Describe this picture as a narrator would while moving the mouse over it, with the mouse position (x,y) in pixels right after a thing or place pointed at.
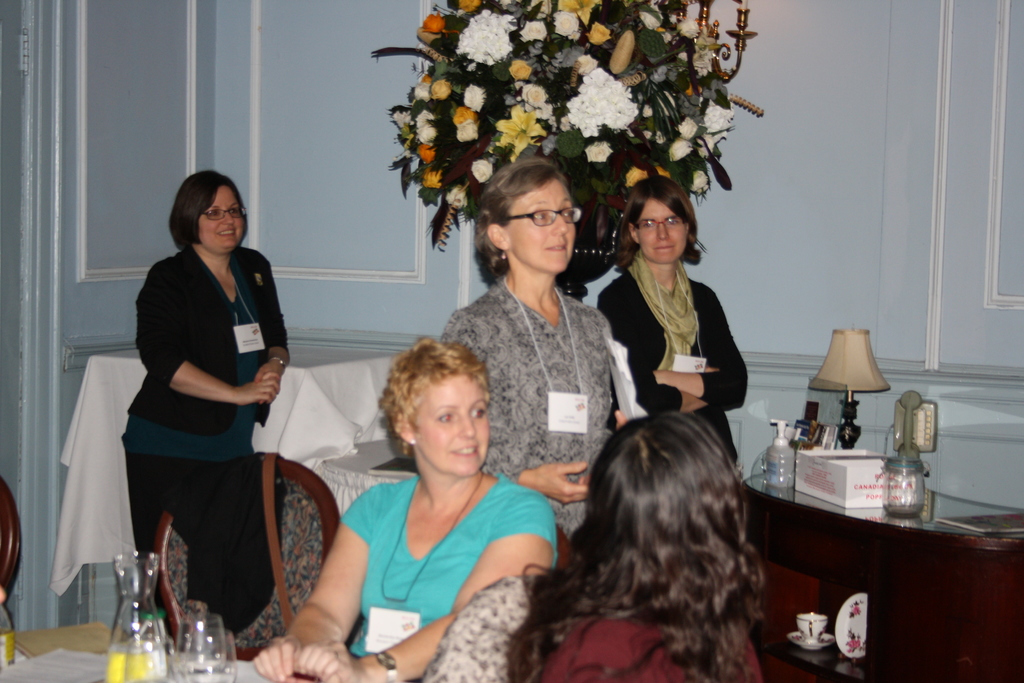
On the background (967,162) we can see wall (332,150). Here we can see three women (689,296) standing and wearing spectacles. This is a decorative house plant (611,103). On the table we can see lamp (863,345), bottles (884,472), box (856,479). In a desk (832,647) we can see plate (853,629), cup (815,625) and saucer (800,637). Here we can see two women (576,589) sitting on chairs (260,622) in front of a table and on the table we can see glasses (196,643), jar (159,660) and a bottle (10,655).
